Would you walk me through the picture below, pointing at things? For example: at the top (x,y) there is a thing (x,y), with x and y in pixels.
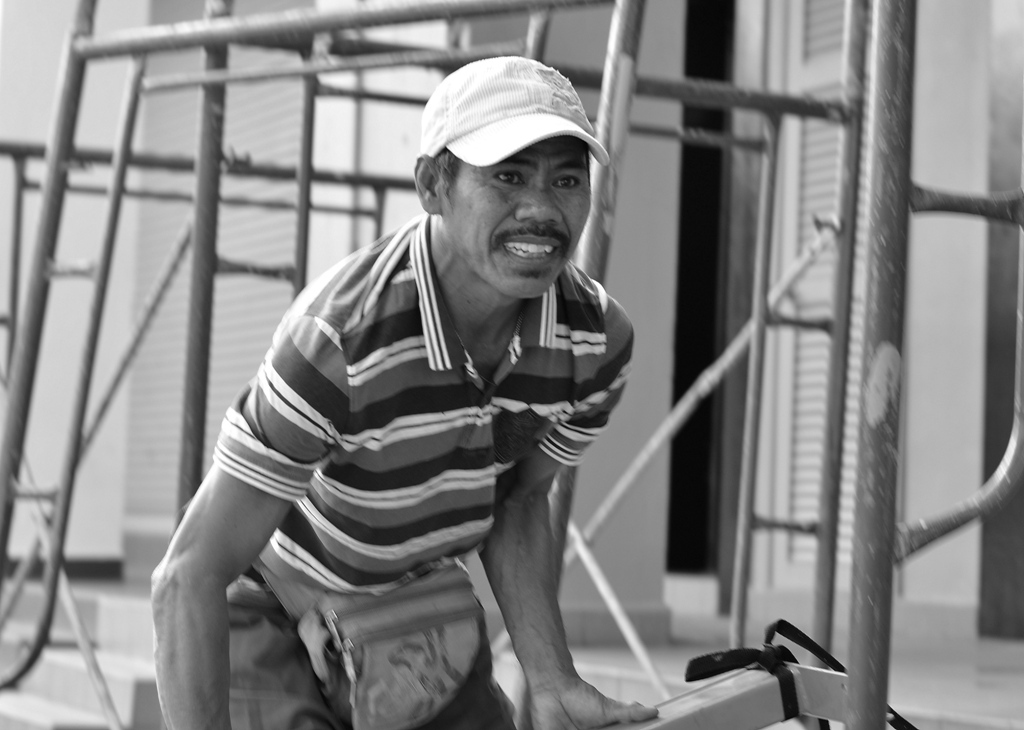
In this image, we can see a man (298,450) standing and he is holding an object (706,683), he is wearing a hat (468,88).
